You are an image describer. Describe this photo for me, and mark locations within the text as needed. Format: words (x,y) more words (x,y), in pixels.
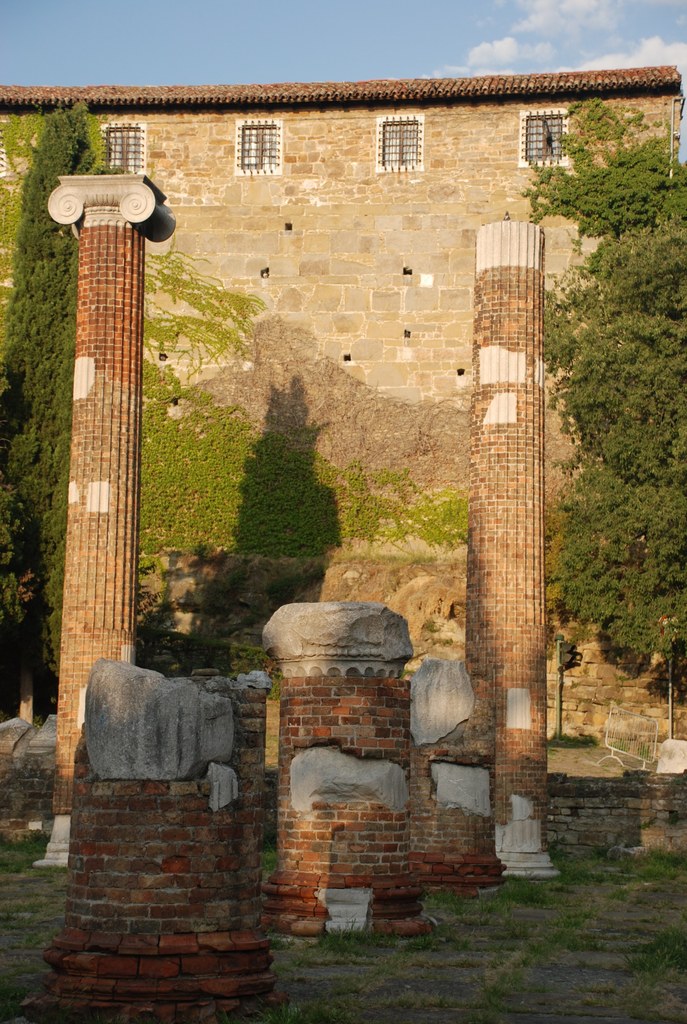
In this image in the center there are some pillars (493,735), and in the background (365,205) there is building (159,185) and some plants (380,421) and trees (576,519). At the bottom (663,1001) there is walkway (657,912) and grass (645,863), and on the right side of the image (558,670) there are poles (558,700), traffic signals (570,651) and objects (622,720).
